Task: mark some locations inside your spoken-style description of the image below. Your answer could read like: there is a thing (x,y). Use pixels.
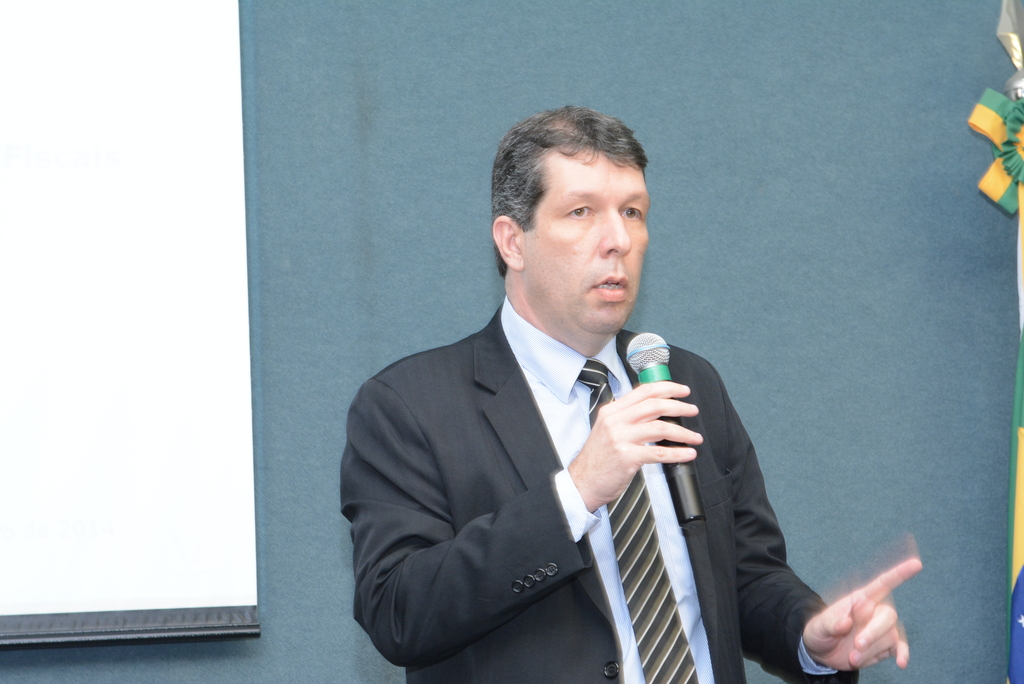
In this picture we can see man (501,494) wore blazer (498,457), tie (660,670) and holding mic (660,349) in his hand (617,427) and talking and in background (515,81) we can see wall (280,131), screen (79,232).
